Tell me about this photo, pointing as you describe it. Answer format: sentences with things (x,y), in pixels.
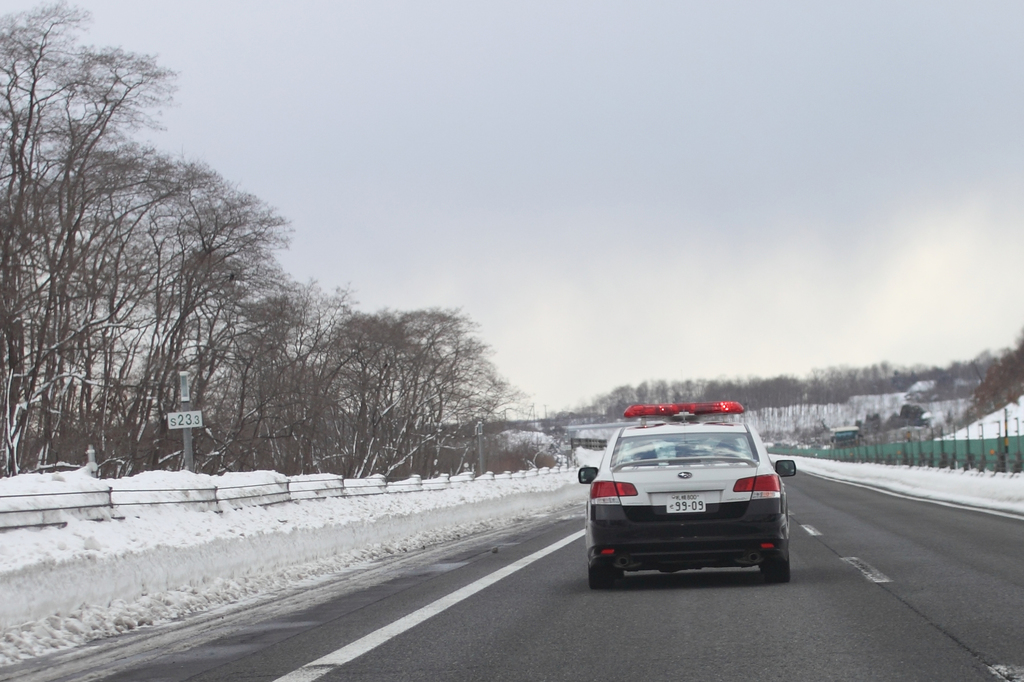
Vehicle (660,450) is on the road (532,611). Beside this vehicle (680,487) there are trees (174,353), boards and snow (394,506). Far there are trees (837,392). Sky (655,378) is cloudy.
